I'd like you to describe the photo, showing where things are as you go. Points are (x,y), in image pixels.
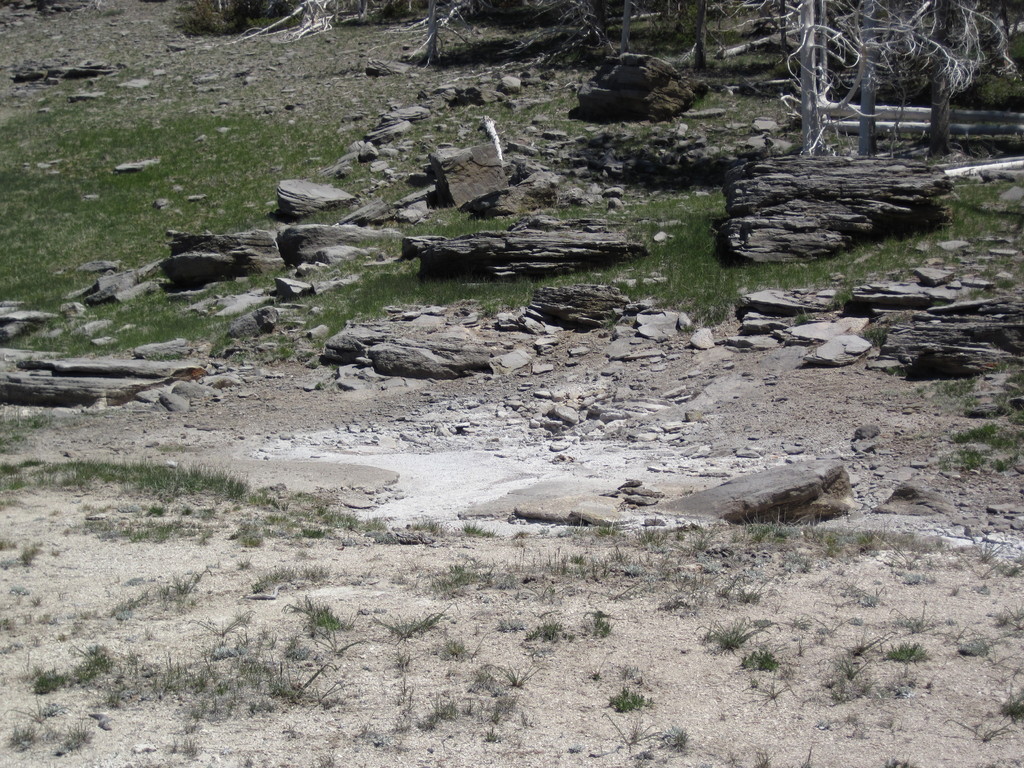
In this image there is a ground (259,416) on which there are broken stones (389,234) and some wooden pieces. At the bottom (367,686) there is sand (283,627) on which there is small grass (298,654). On the right side (865,76) top there is a tree (805,60).
